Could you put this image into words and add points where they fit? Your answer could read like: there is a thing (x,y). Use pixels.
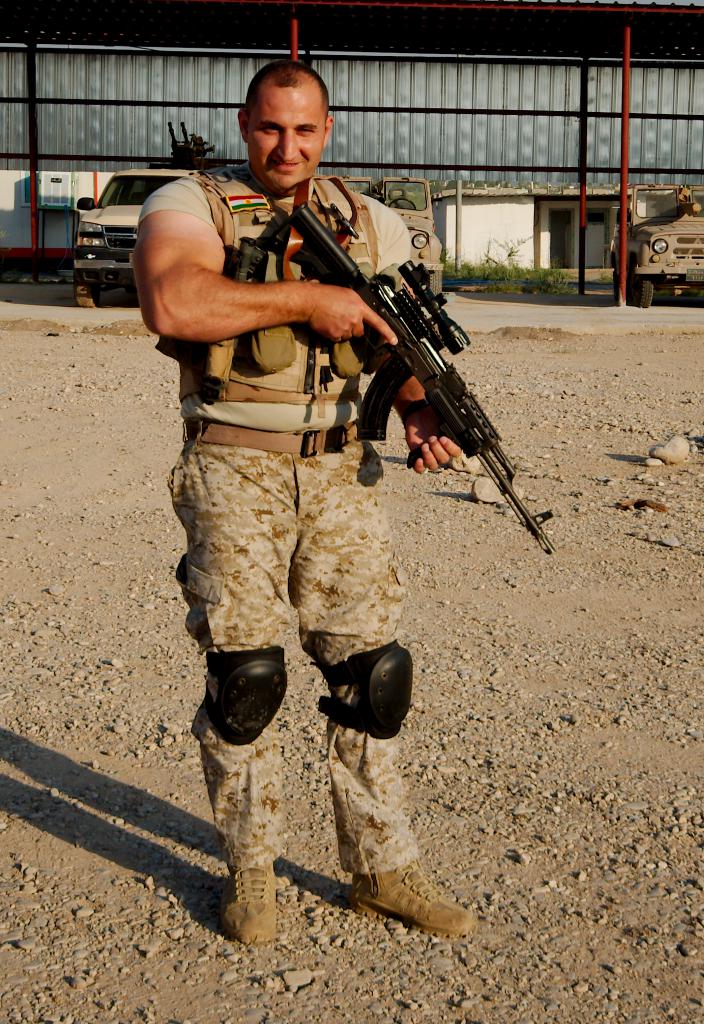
In the image there is a man (245,761) with kneecaps (268,664) and holding the black gun (308,222) in his hand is standing on the ground (524,489). On the ground (425,542) there are many small stones (399,533). In the background (102,138) there are poles (625,220), iron roof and also there is a wall (527,241).
